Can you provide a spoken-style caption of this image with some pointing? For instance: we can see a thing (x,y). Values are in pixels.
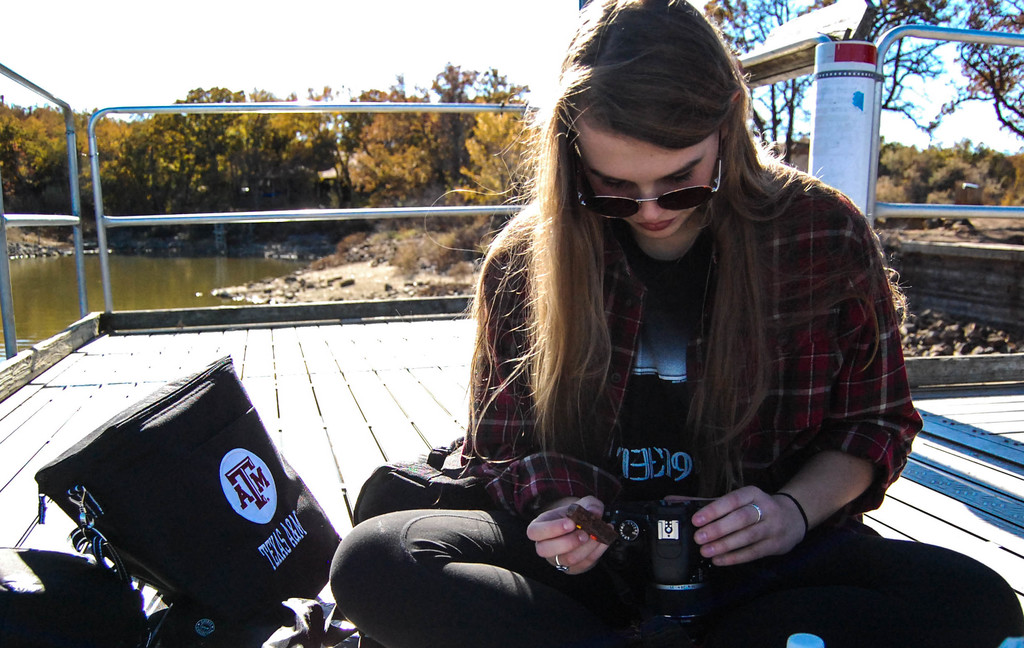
In the foreground of this image (687,412), there is a woman (687,375) sitting and holding a camera (658,528). Beside her, there are black color bags (240,500) and few objects (335,626). Behind her, there is railing (273,214) and the wooden surface (388,374). In the background (424,132), there are trees (248,129), water (204,260) and the sky (355,52).
